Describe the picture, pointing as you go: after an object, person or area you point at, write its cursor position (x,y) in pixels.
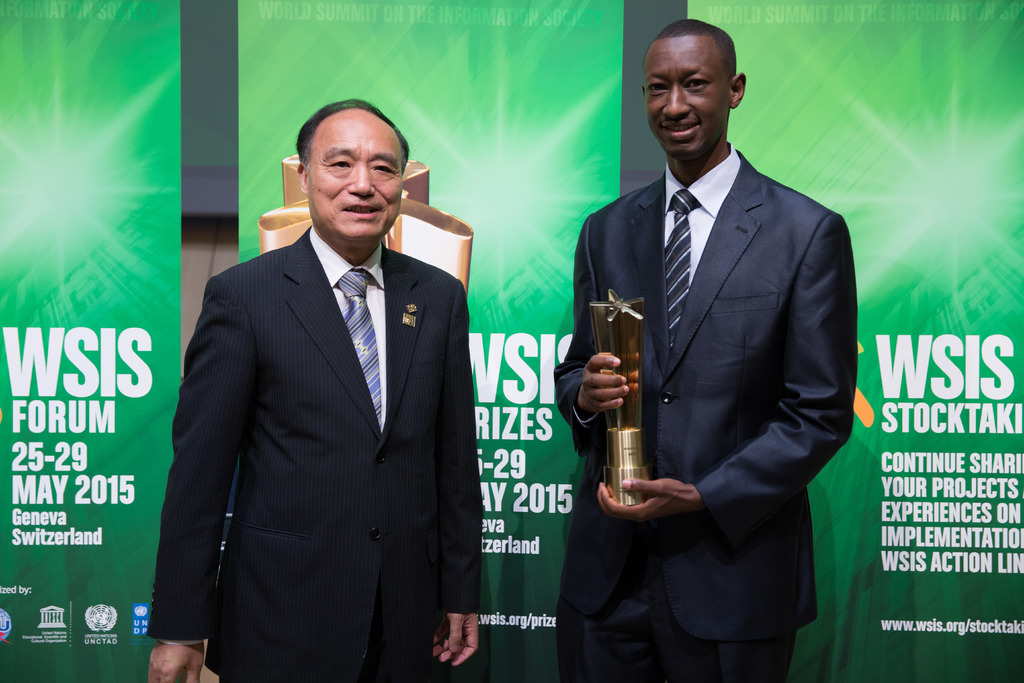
In the picture I can see two men (647,300) are standing and smiling. The man (564,406) on the right side (685,370) is holding an object (610,420) in hands (609,402). In the background (611,84) I can see banners (261,241) on which there is something written on them. These people (590,384) are wearing suits (381,548).
